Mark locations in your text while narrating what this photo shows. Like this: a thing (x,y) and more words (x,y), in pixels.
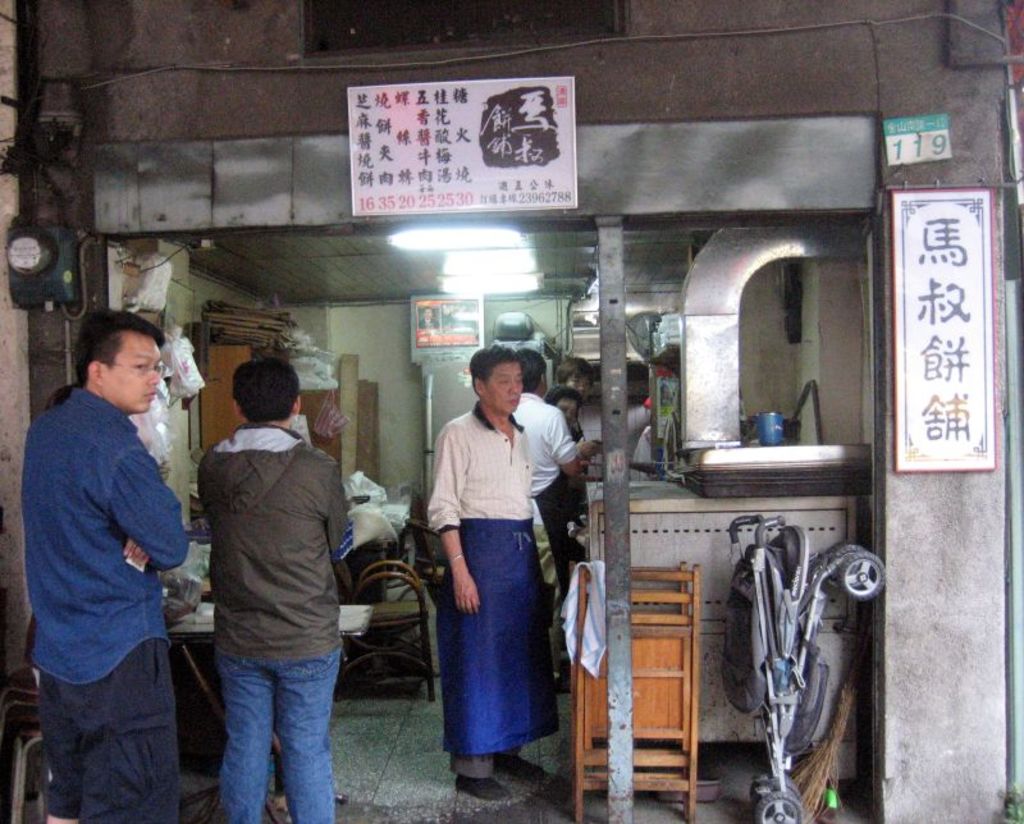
In this image I can see group of people (477,567) standing, the person (171,490) in front (116,530) wearing blue shirt (107,545) and blue short (131,752). Background (397,329) I can see a wooden chair (658,714), a screen (462,343), few cardboard sheets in brown color and the wall (362,334) is in cream color. I can also see few lights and a white color board (539,189) attached to the wall (598,119).
